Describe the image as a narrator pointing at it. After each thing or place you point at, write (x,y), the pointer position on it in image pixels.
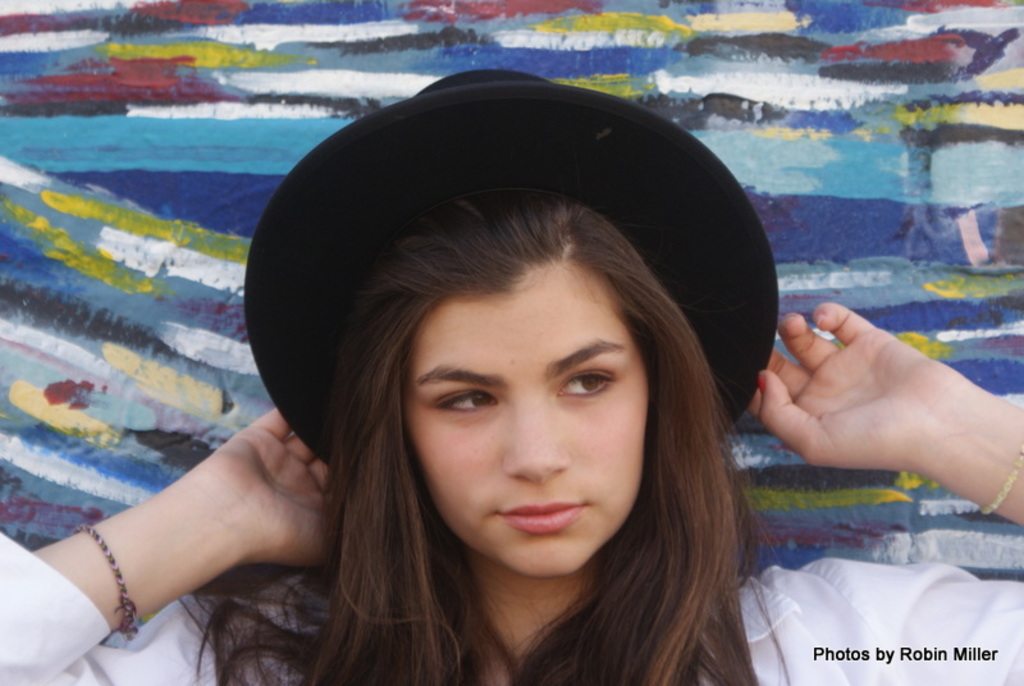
In this image there is a person (583,342) wearing a hat (480,135), there is text (915,658) on the image, the background of the image (1008,269) is colored with different colors.
